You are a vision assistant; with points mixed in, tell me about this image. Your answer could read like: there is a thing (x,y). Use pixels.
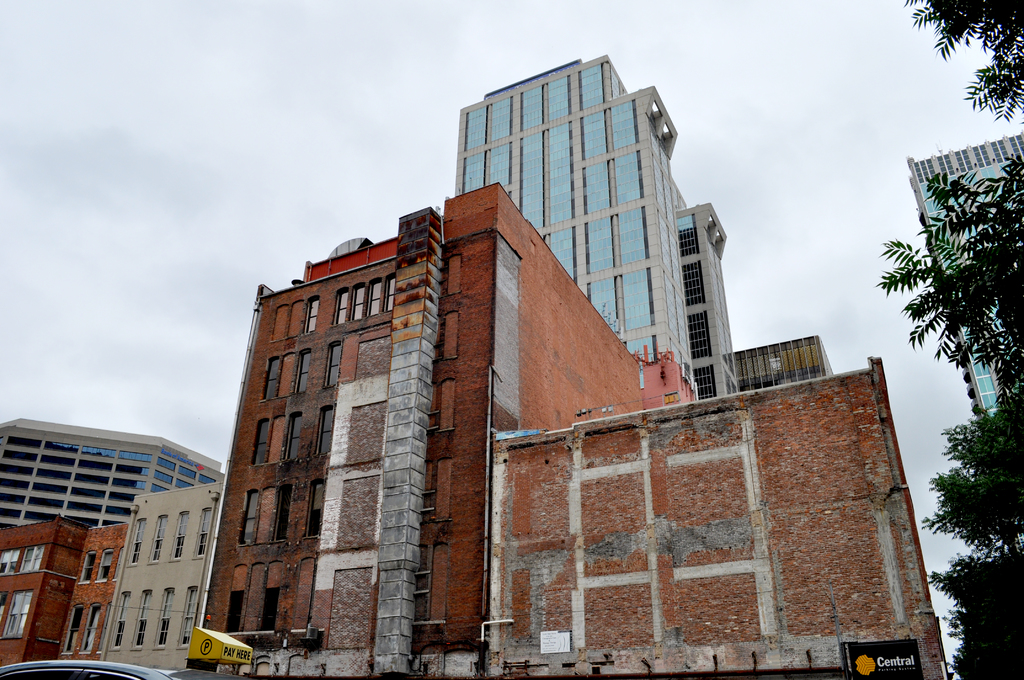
In this picture we can see buildings (759,451), on the right side (955,454) there is a tree (999,373), at the left bottom (70,673) we can see a vehicle (136,674), there is the sky (221,222) at the top of the picture (304,84).
